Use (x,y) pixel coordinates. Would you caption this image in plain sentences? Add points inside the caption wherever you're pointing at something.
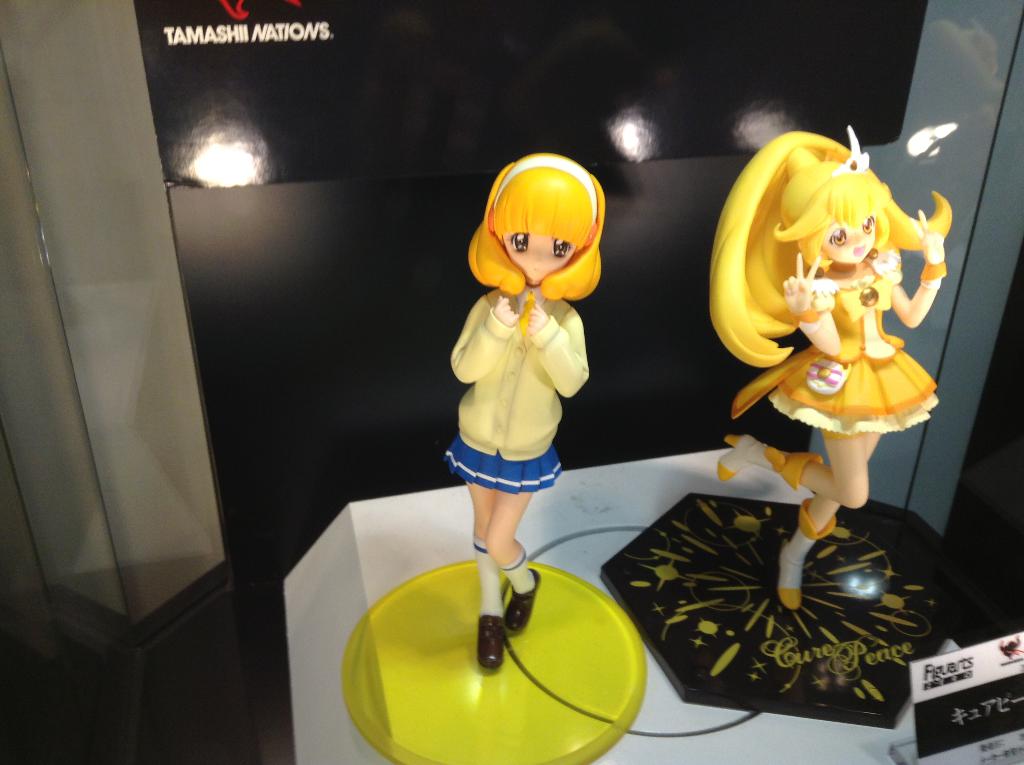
In this image there are toys (510,369), boards (932,714) and objects (46,349). Something is written on the boards (764,657).
